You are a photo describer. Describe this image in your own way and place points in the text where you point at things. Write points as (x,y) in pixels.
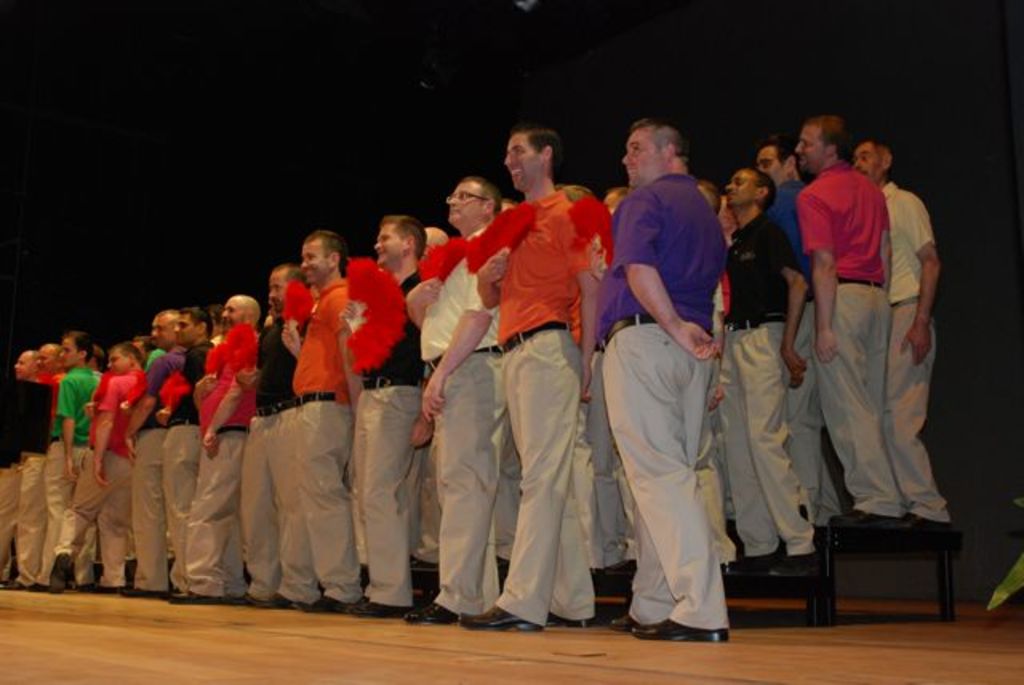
This picture describes about group of people (462,401), few are standing on the stands (883,534) and few people (555,340) holding an objects (511,238), on the right side of the image (997,601) we can see leaves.
